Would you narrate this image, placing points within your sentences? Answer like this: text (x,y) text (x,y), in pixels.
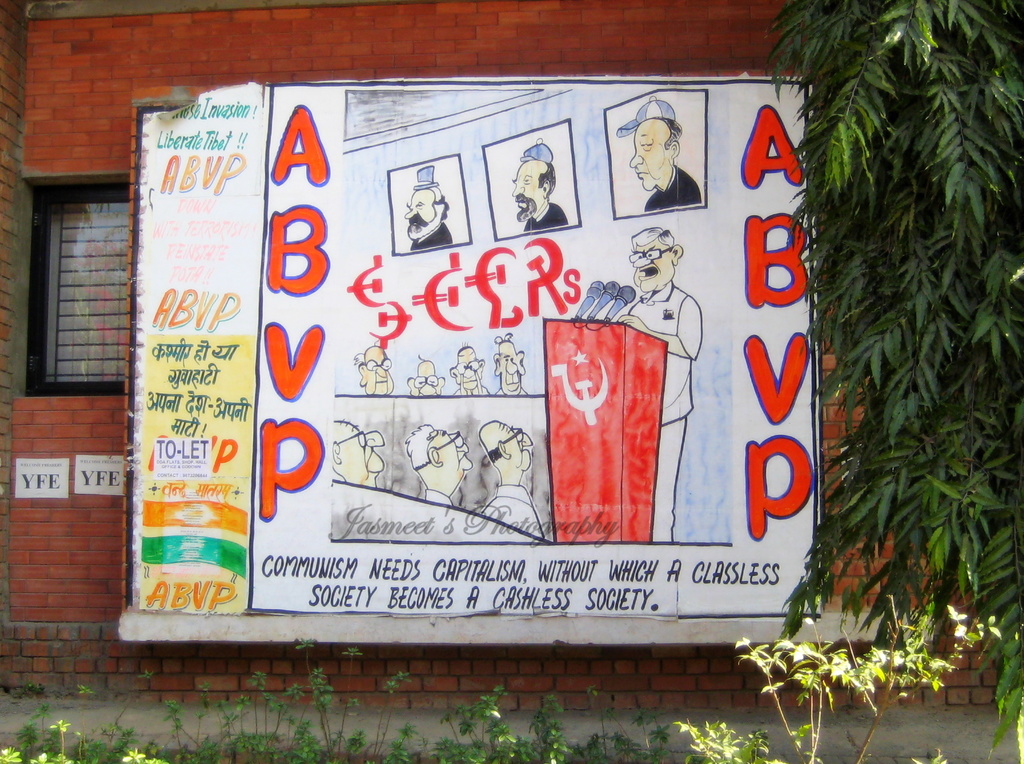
In the image in the center (524,423) there is a poster (590,401). On the poster (600,423), we can see few people (472,362) and something written on it. In the background (1008,33) there is a wall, window (100,299), trees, plants (715,736) etc.
